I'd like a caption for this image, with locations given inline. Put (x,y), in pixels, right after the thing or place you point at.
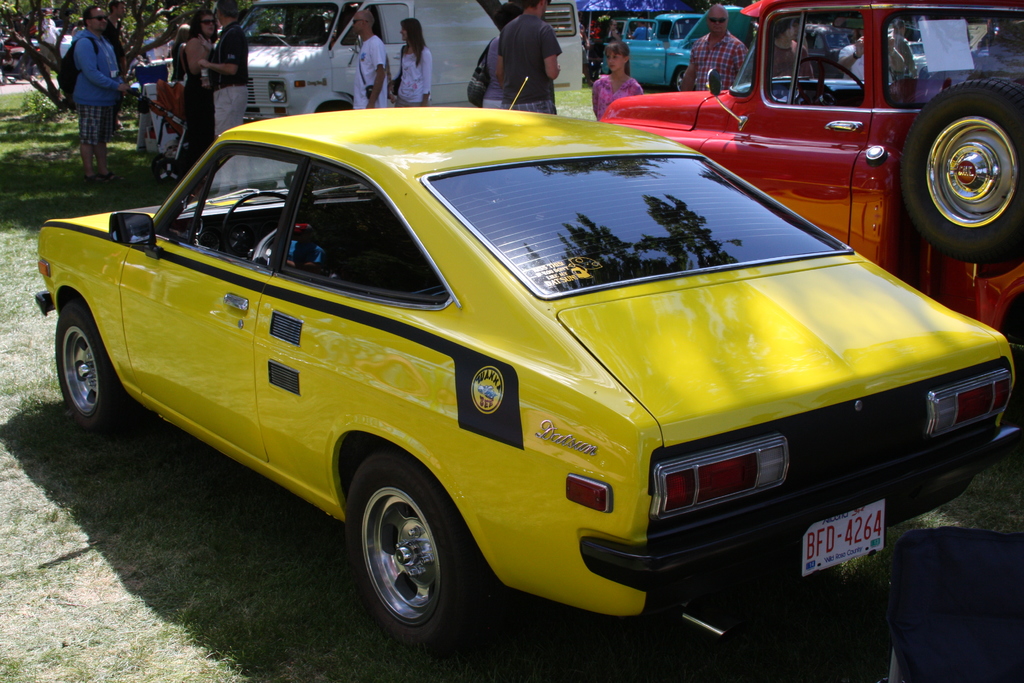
This is an outside view. In this image I can see few cars (407,131) on the ground (142,632). At the bottom of the image (97,648) I can see the grass (54,643). On the top (539,63) there are few people (535,79) standing and also there are some trees (147,15).
